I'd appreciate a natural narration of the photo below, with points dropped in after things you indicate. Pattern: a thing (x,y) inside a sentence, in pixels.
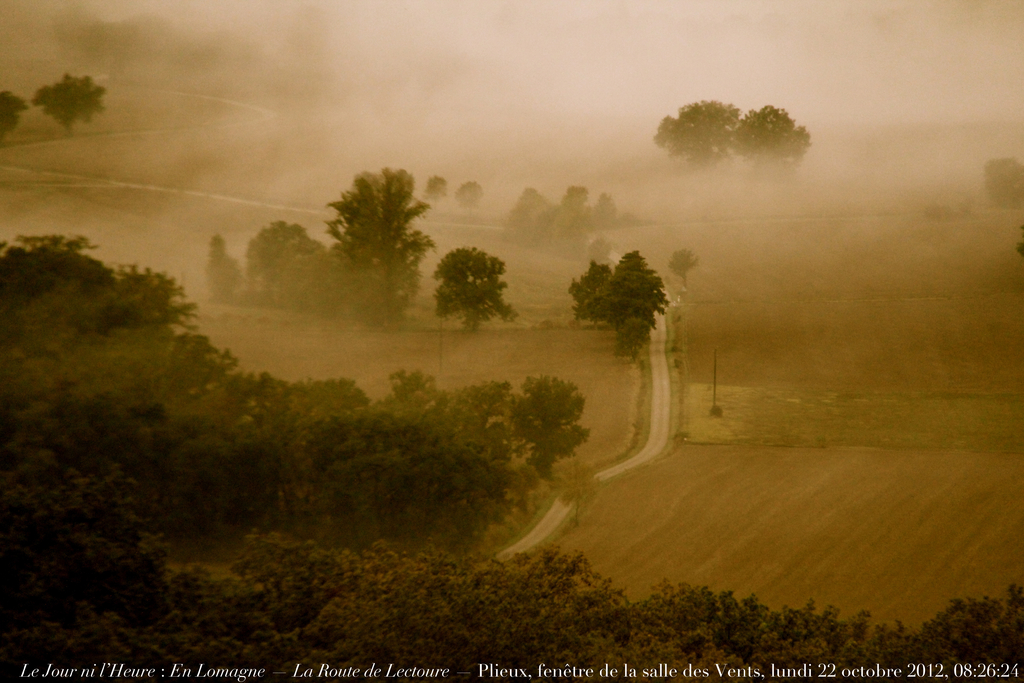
At the bottom of the picture (308,574), we see the trees (772,611). On the right side (824,505), we see the sand (794,567) or soil (759,553). In the middle (659,371), we see the pathway (642,452). There are trees (530,205) in the background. At the bottom (126,664), we see some text (423,667) written. This might be an edited image.
